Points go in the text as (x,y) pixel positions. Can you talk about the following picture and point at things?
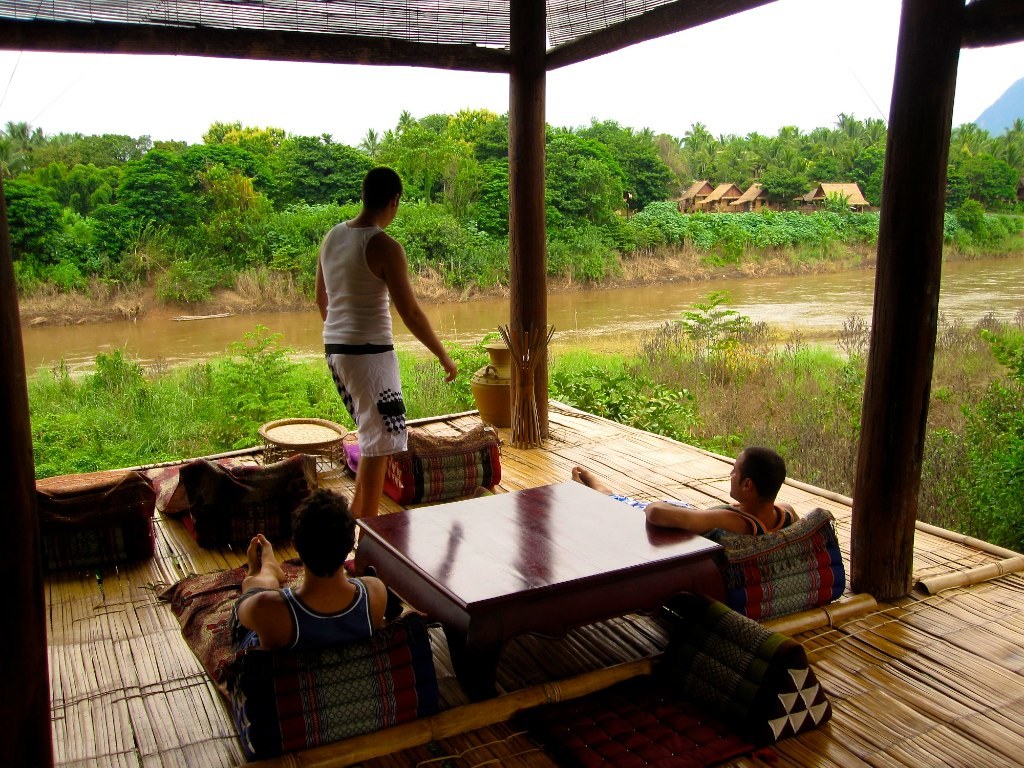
In this image we can see three persons (372,388), a person (364,300) is standing and two of them are lying on the beds (267,654), there is a table (509,534) and few other objects (495,469) on the wooden floor (913,657) and there are few plants (697,396), water (624,315), trees (210,194), huts (745,204) and the sky (707,86) in the background (684,93).
